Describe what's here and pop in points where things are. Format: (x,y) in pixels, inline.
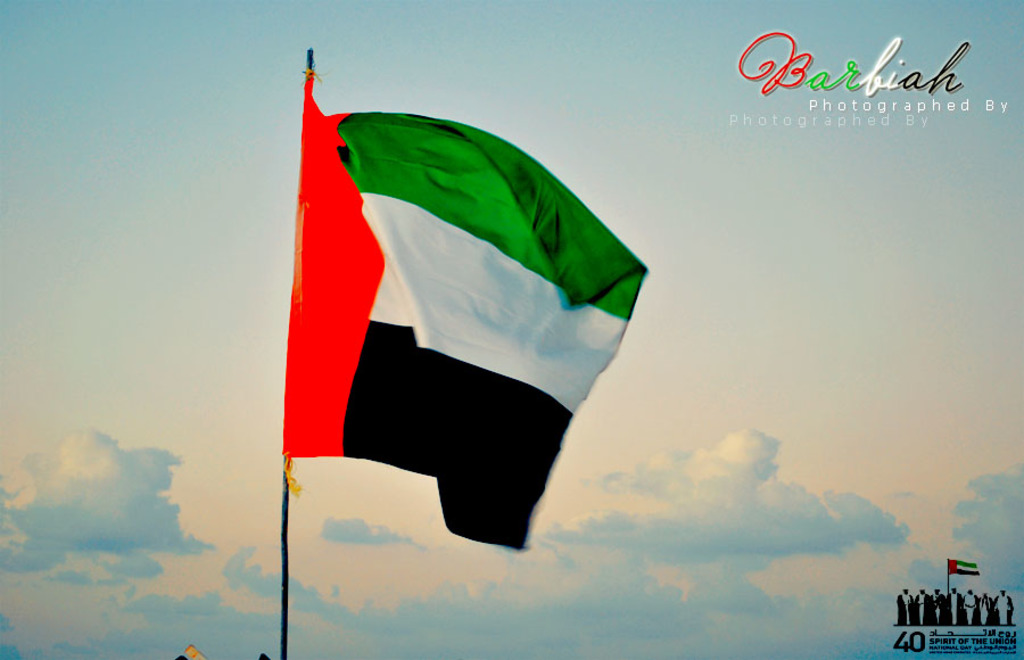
In the image there is a flag (306,213) and there is some text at the top right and bottom right corner of the image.
